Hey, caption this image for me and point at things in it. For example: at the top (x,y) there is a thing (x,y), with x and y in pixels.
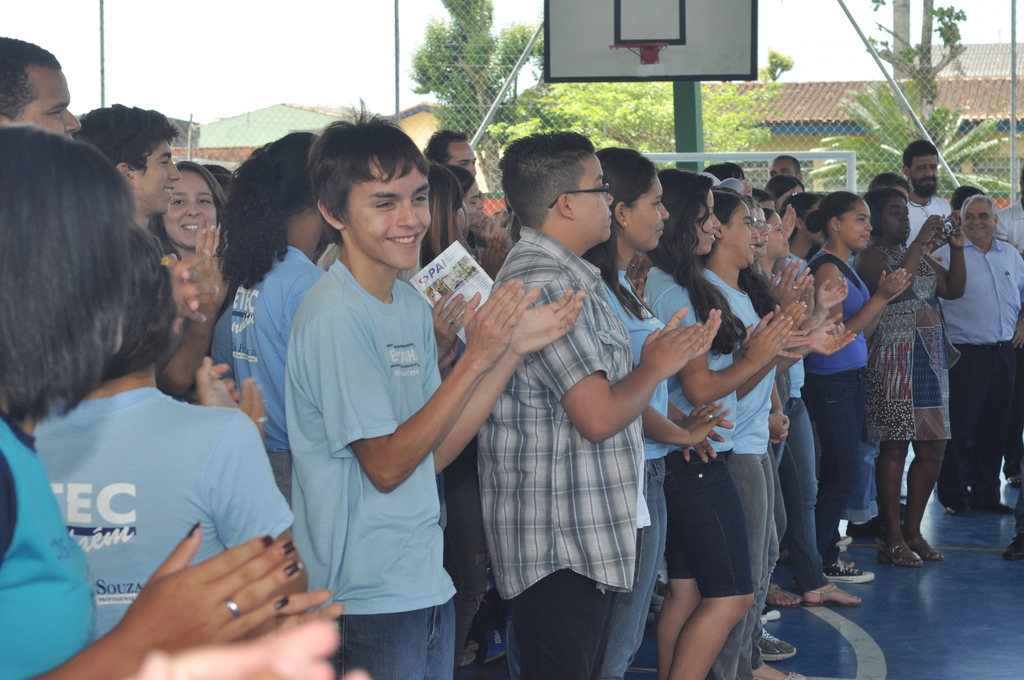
In this image we can see some people (531,424) standing and among them few people (784,262) are clapping their hands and there is a fence (659,89) and in the background (847,105), we can see some trees (615,136) and buildings (833,124).
